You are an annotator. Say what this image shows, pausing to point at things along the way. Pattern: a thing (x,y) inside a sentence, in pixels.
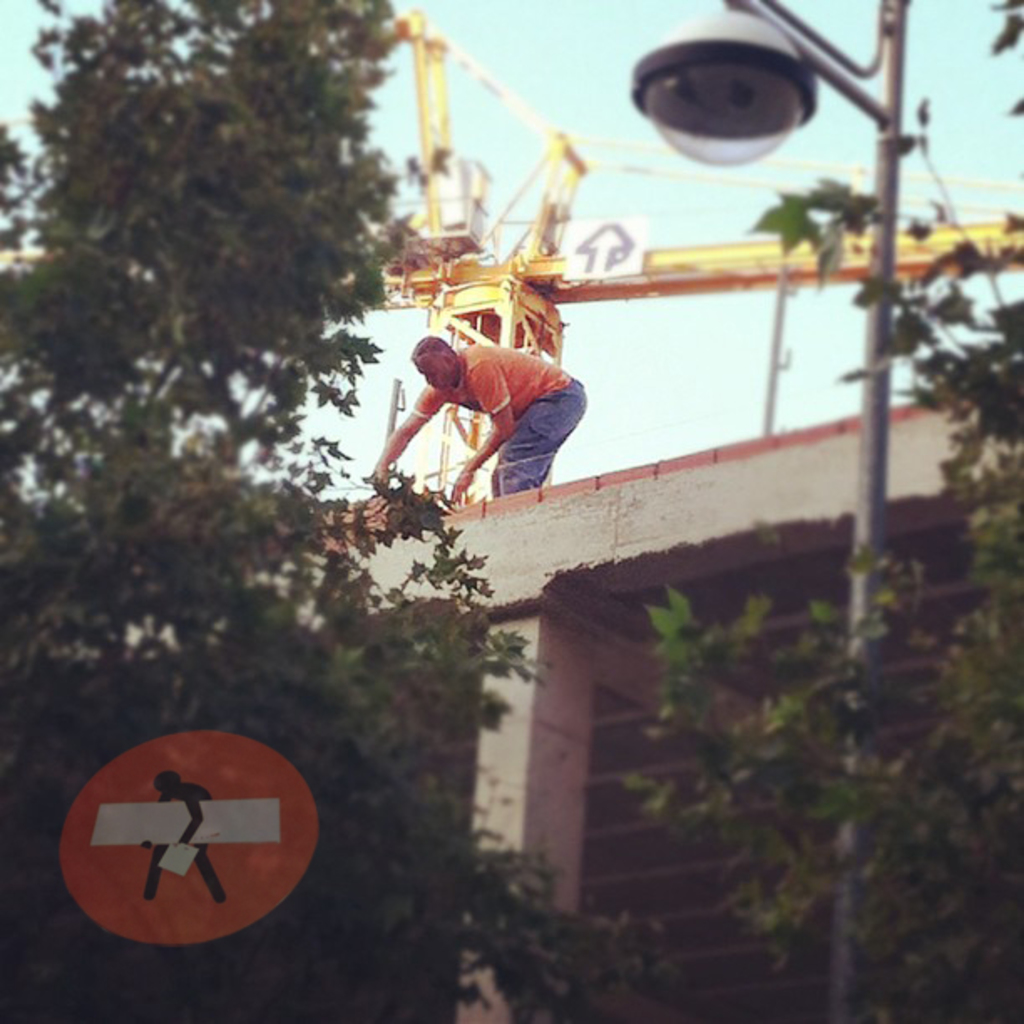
In this image in the center (477,379) there is one person (465,406) and there is a bridge (513,586), in the background (905,258) there is tower (456,191). And on the right side of the image (888,183) there is a pole (903,49) and light (771,87), and on the right side (945,706) and left side (331,199) there are some trees (967,762). And on the left side of the image (205,825) there is some board (183,801), on the board (146,799) there is an image of one person (201,844) and at the top (939,41) there is sky (692,444).
